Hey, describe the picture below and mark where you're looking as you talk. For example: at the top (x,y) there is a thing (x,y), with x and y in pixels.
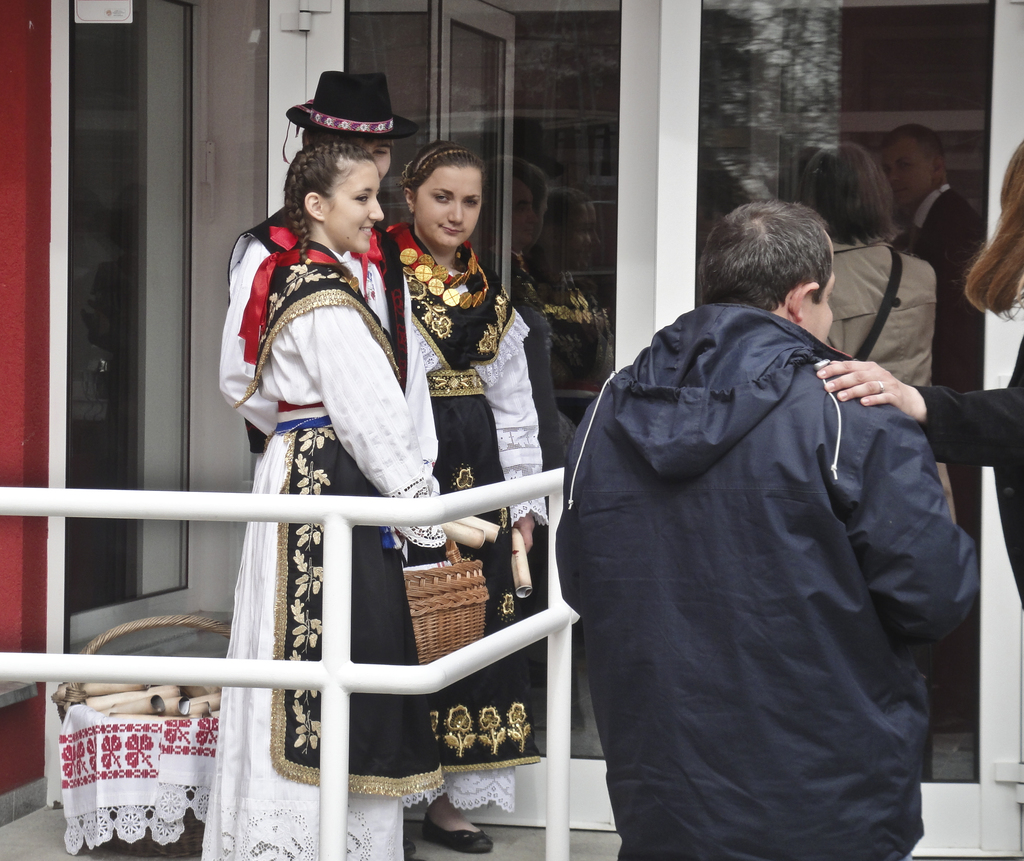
In this picture I can see 5 persons (433,270) in front (319,436) and I see the railing (349,539). In the background (106,426) I can see the glasses (713,191) and I see a basket (76,702) in which there are few things (160,709).
